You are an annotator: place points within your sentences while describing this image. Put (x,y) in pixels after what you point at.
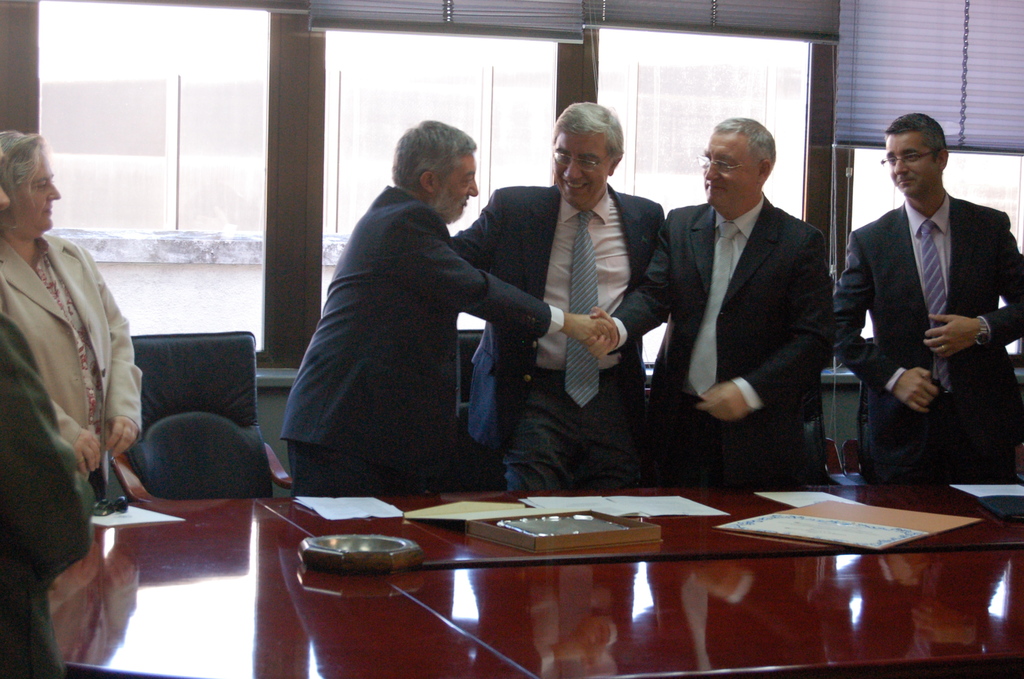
This picture is of inside. In the foreground (483,565) there is a table (795,591) on the top of which some papers (746,525) are placed and there is a chair (210,467) behind the table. In the center (407,297) there are group of people (703,295) standing in which two of them are shaking their hands (597,317). On the right (925,195) there is a Man (910,271) standing. On the left (41,257) there are two persons (48,331) standing. In the background (391,40) we can see the windows (676,58) and window blinds (901,50).
